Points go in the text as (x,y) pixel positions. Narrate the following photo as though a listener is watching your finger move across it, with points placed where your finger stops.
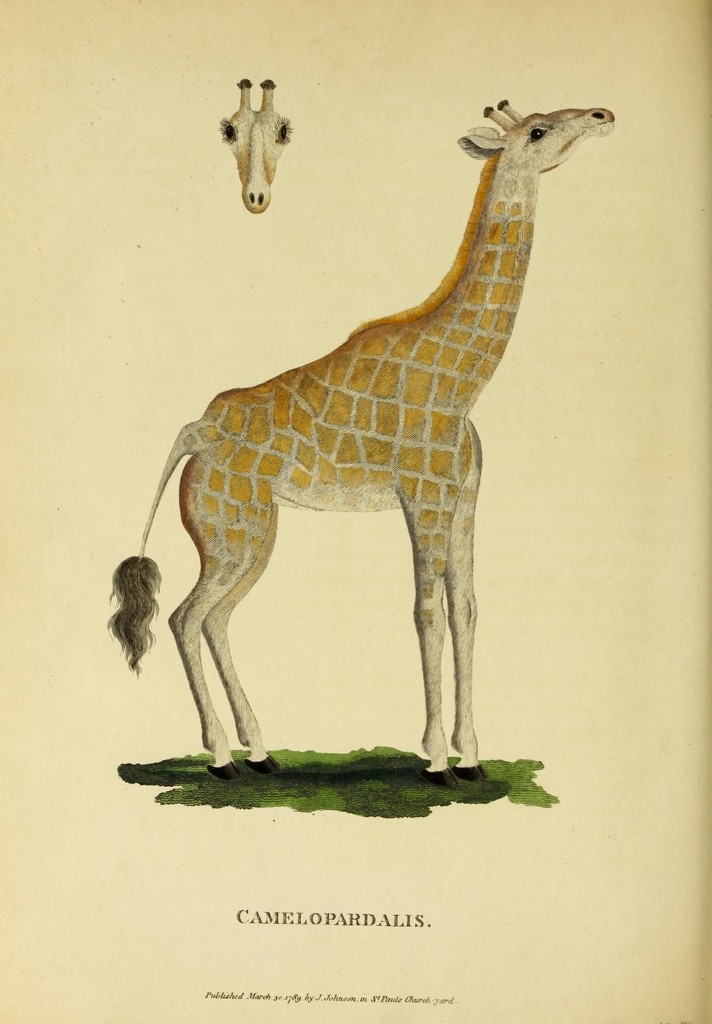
In this image we can see painting (397,577) of giraffe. At the bottom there is text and at the top (242,136) giraffe head (276,147) is visible.
